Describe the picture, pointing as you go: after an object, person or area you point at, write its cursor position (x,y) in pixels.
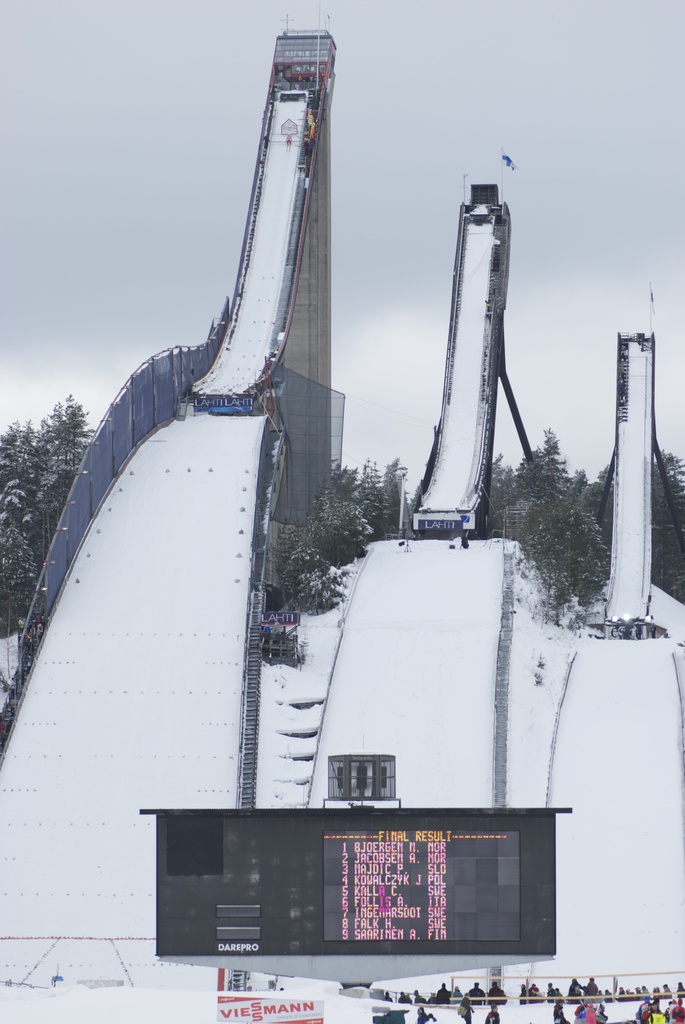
In this image I can see the slides (143,531) covered with the snow (333,679). In-front of the slides (452,671) I can see the screen (222,937), boards (255,1023) and the people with different color dresses (390,999). In the background (345,507) there are many trees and the sky (359,190).
